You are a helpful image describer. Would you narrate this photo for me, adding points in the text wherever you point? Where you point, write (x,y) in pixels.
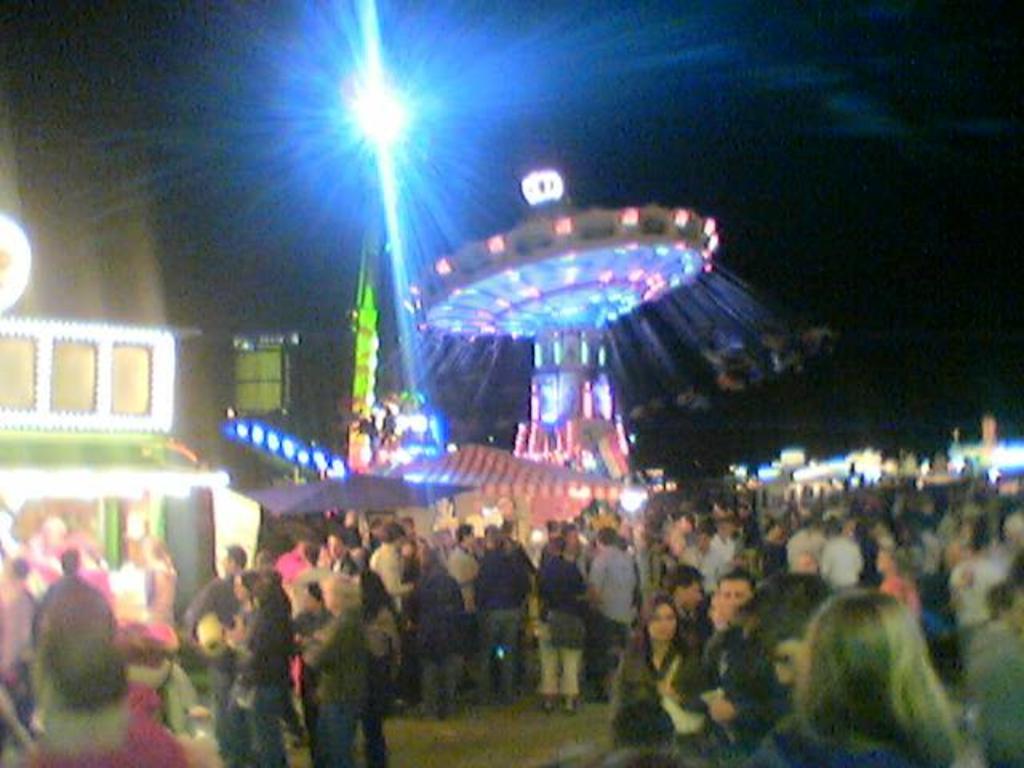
In this image there are group of people (601,615) standing, and also there are some stores (163,464). In the background (536,365) there is a playing thing (584,363) and some stores (823,470), poles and also we could see some lights (246,348) and objects (260,352). At the top (347,160) there is light (385,119), and at the bottom (490,719) there is a walkway (547,724).
